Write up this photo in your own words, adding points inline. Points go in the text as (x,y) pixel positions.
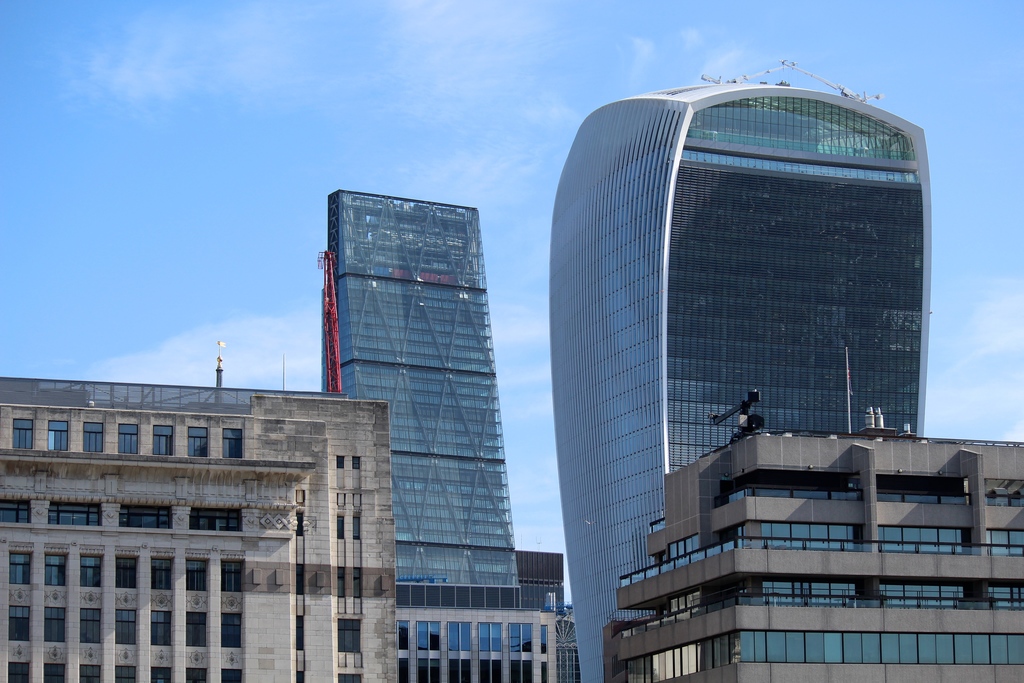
In the background (612,50) we can see a clear blue sky (475,77). In this picture we can see skyscrapers (655,273), buildings (950,576). We can see poles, and on the right side (755,390), at the top of a building (788,440) we can see equipment (745,415).
